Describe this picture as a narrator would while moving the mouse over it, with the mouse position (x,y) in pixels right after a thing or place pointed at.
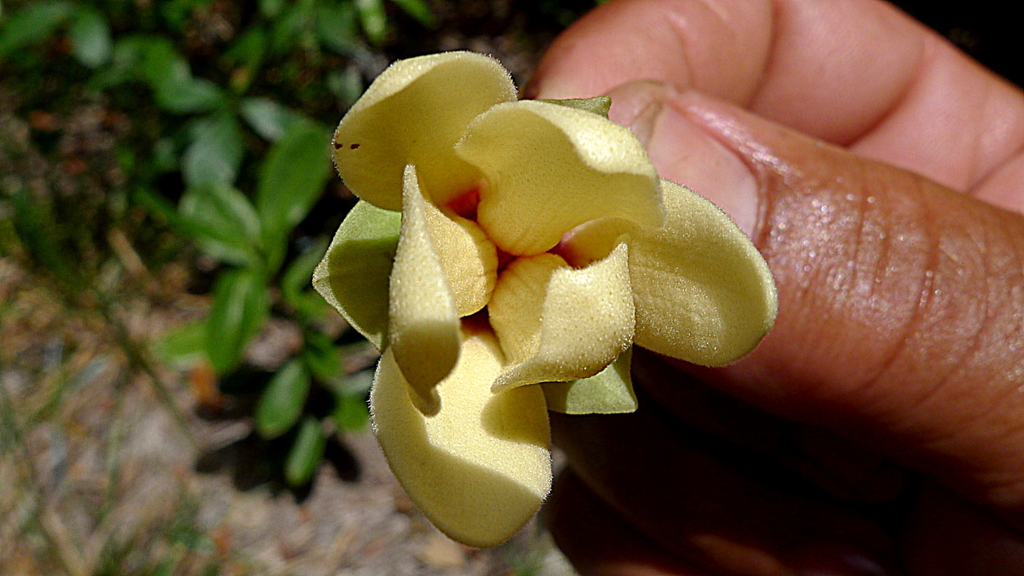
In the picture I can see flower (529,280) in a person's hand (793,298). In the background (303,274) I can see plants (262,237). The background of the image (186,256) is blurred.
